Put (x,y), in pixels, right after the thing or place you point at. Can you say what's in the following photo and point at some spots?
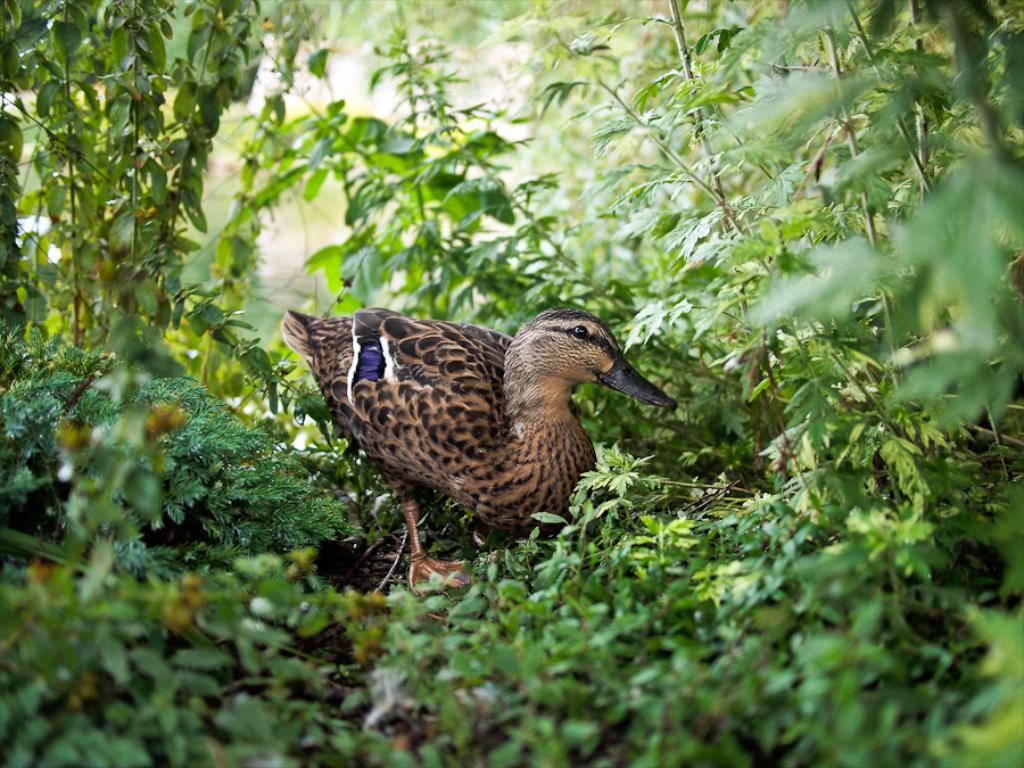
In this image I see a bird (399,414) which is of brown, black and violet in color and I see the green leaves (79,188) on the stems (691,74).
